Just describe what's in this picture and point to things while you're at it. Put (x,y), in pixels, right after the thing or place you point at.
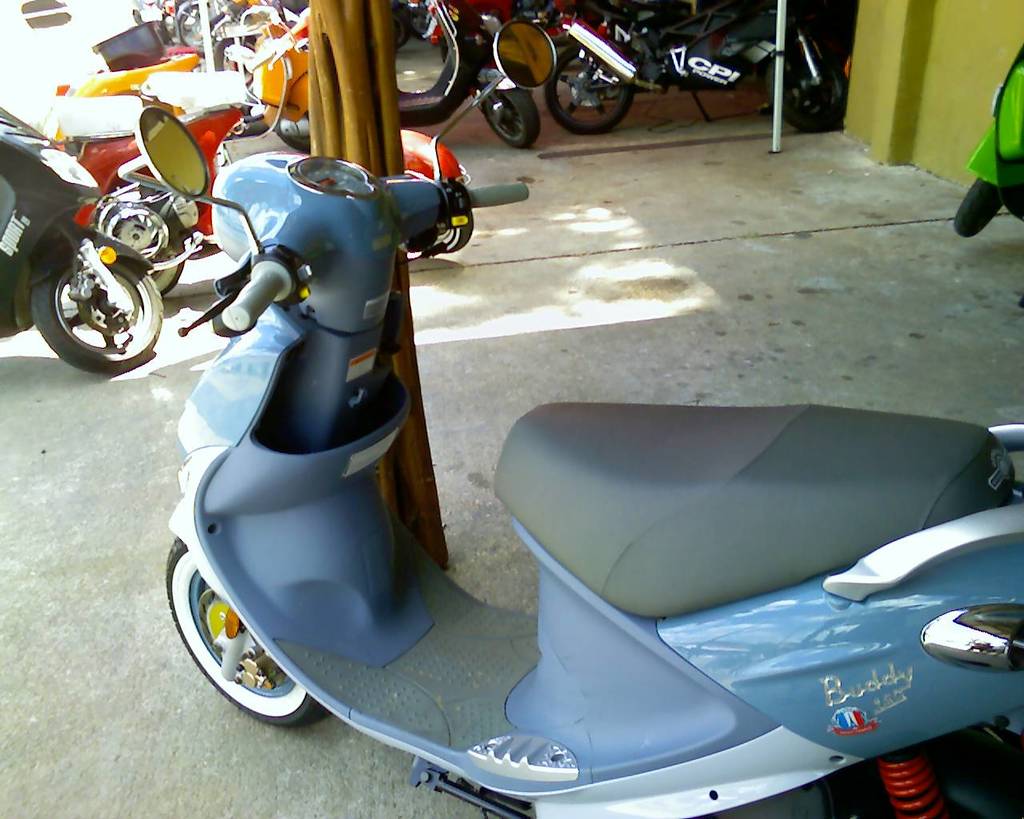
In this picture we can see so many vehicles (522,92) are parked in one place.
